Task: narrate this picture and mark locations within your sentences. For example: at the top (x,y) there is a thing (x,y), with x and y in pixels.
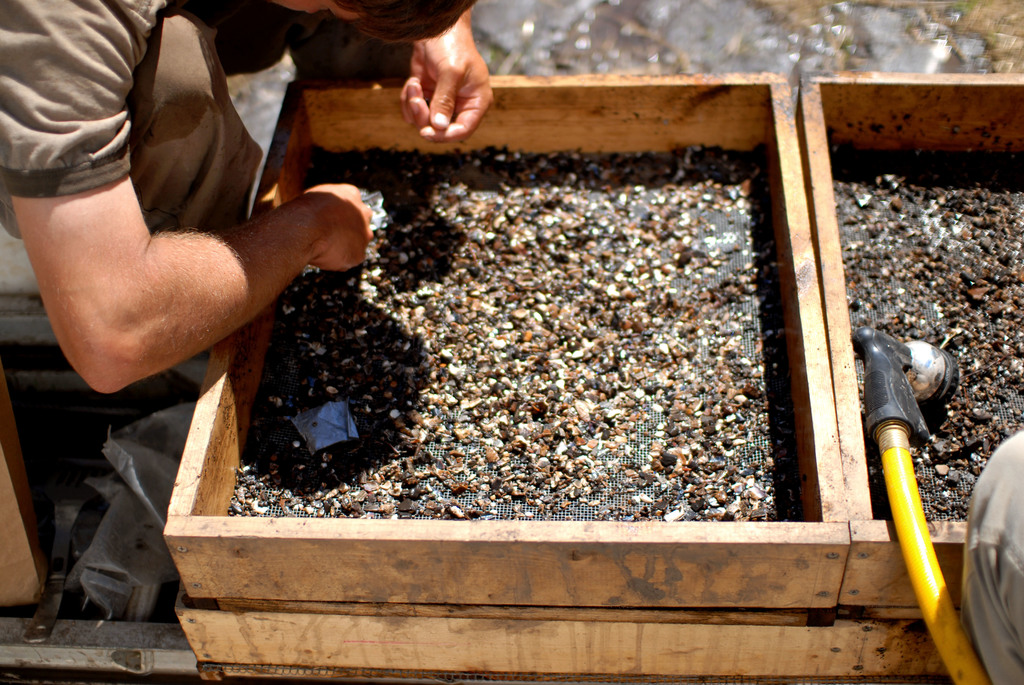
In this image on the left side (211,202) there is one person (121,187) who is sitting and he is holding something, and in front of him there are boxes (358,97). And in the boxes (336,550) there is a net (636,451), and on the net (887,243) there are some tiny objects (579,268), and there is one pipe (891,495) and one person legs (970,595) are visible and also there are some other objects (43,647).
